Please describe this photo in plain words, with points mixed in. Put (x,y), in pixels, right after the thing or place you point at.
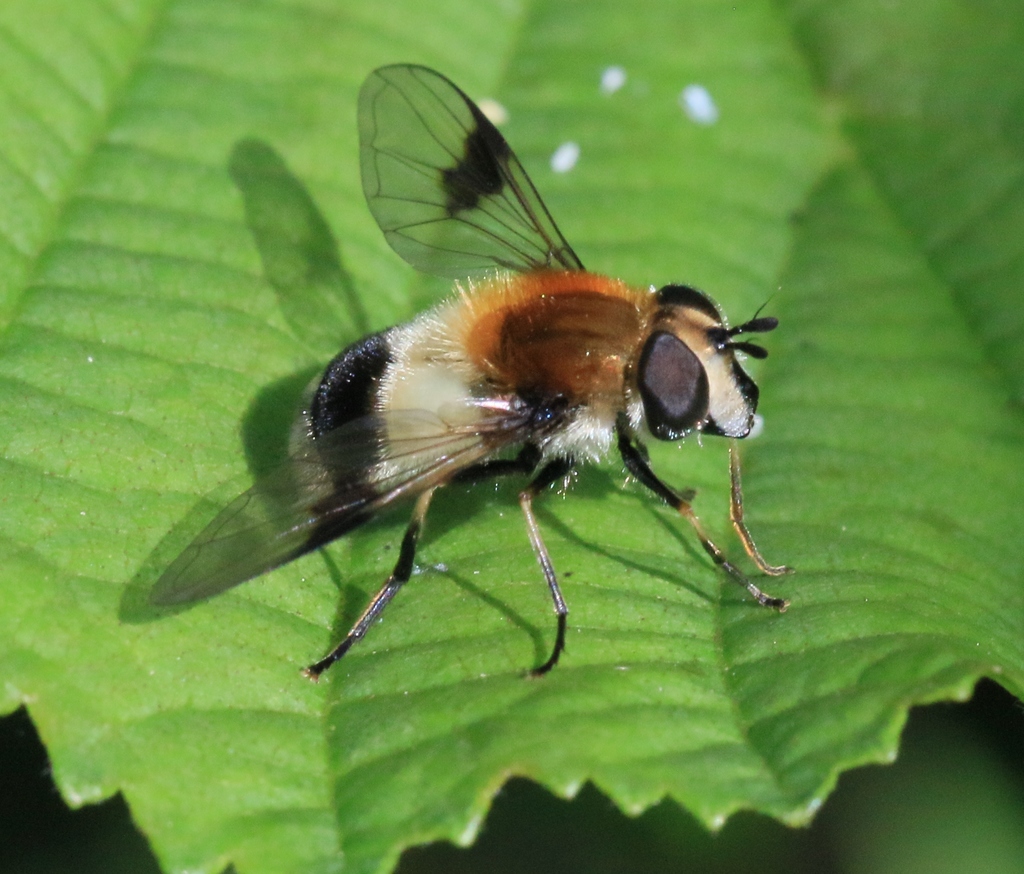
In the image we can see a leaf (557,105), on the leaf (514,102) there is an insect (467,335). The insect (448,415) is black, silver and light brown in color.
